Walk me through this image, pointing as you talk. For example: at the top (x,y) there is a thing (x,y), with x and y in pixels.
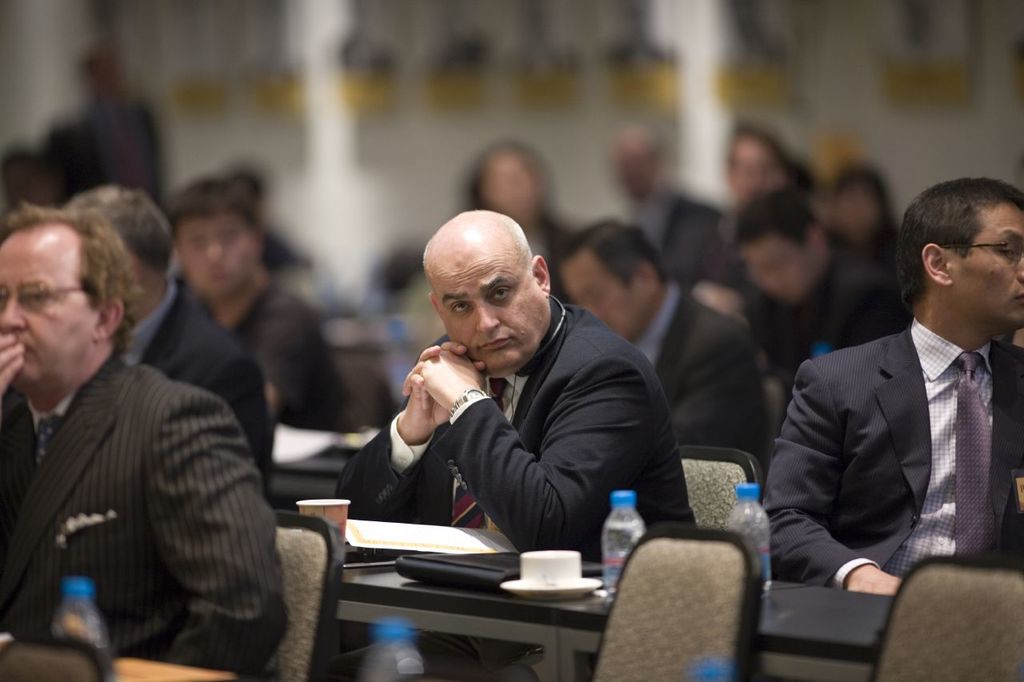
The picture might be from a meeting. In the foreground of the picture (921,611) there are chairs (873,681), behind the chairs (305,549) there is a desk (799,626). On the desk (828,645) there is a cup (564,563), files (447,543) and water bottles (745,497). In the background (866,220) there are people (630,225) seated. In the center of the image (630,345) a man (536,409) in black suit (653,468) is sitting in chair (723,471).
